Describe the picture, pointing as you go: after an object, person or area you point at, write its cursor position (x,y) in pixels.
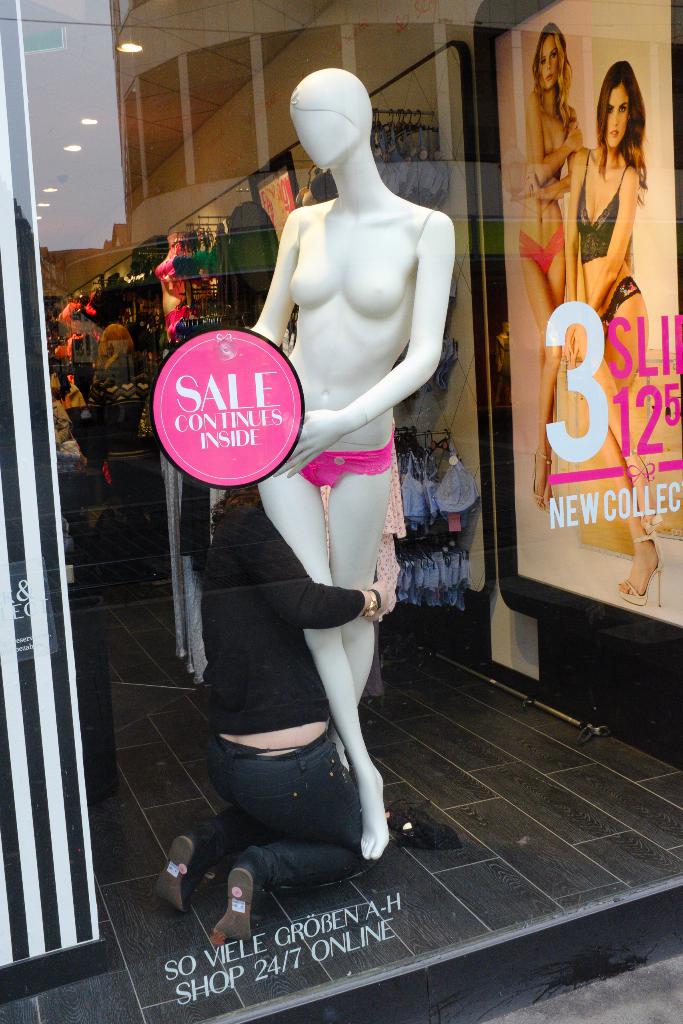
In this image we can see a person (299,597) holding a mannequin (361,544), there are some dresses (398,521) hanged to the stands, also we can see a poster (620,416) with two women images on it, there is a glass wall (281,386) with some texts (253,427) pasted on it.
